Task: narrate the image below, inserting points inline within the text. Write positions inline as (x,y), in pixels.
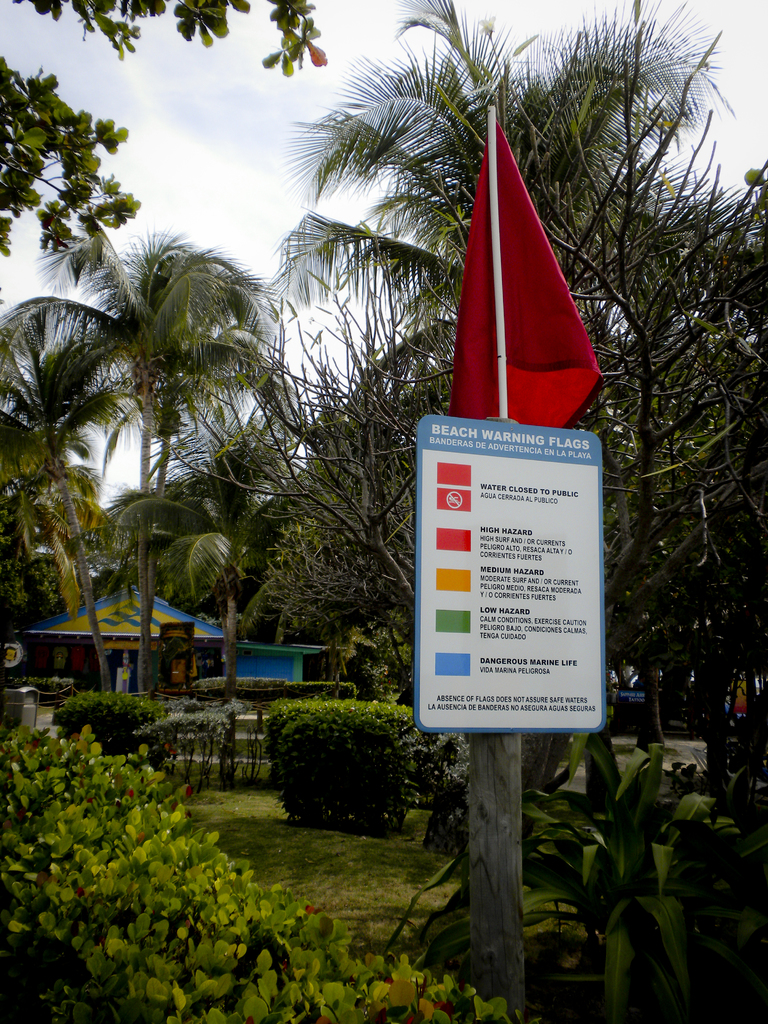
In this image we can see a board (521,726) with some text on it. We can also see a wooden pole (522,893), the flag (581,363), plants (204,910), grass (368,902), a group of trees (11,611), a house (159,619) and the sky (29,240).
